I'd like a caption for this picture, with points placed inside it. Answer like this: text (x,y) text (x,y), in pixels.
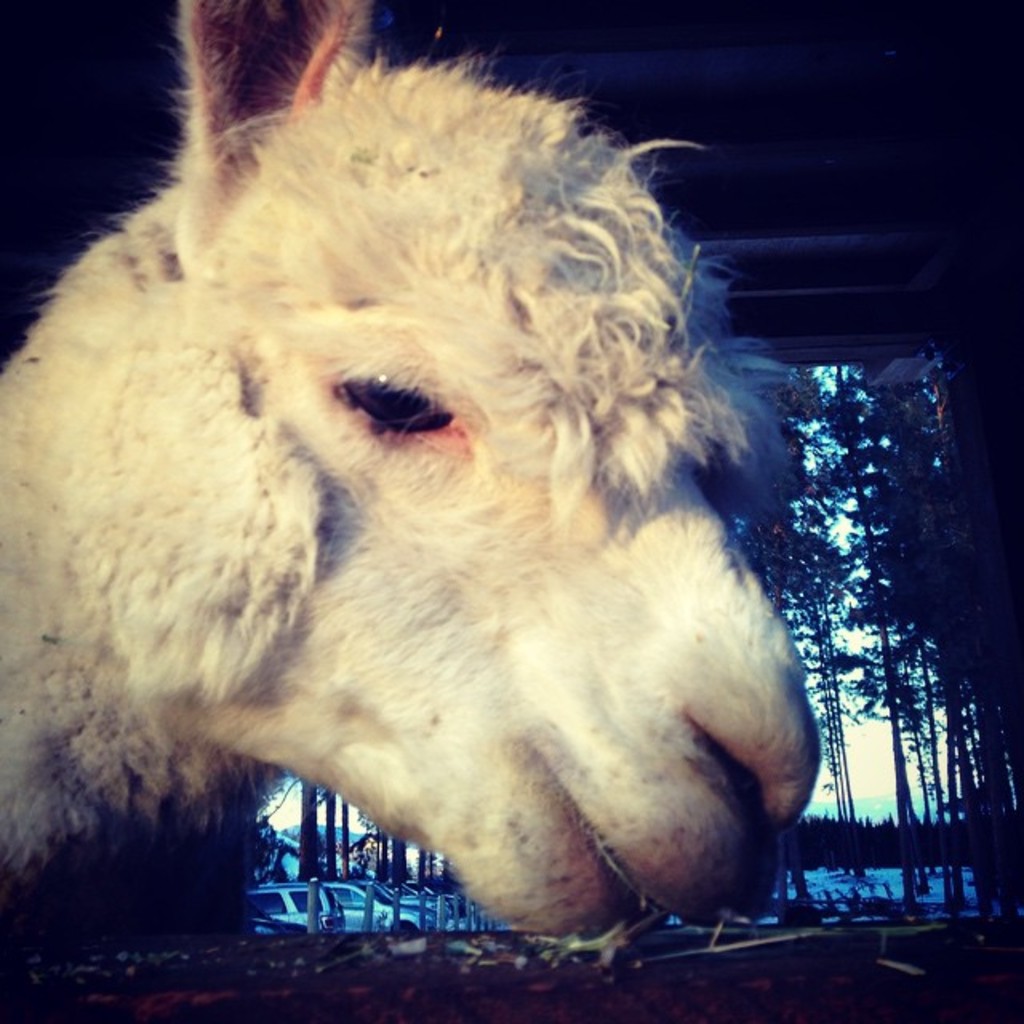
In this image there is a face (320,582) of an animal (276,572). Behind it there are cars (389,884) and trees (923,643) on the ground (807,910). There is the sky (876,771) in the image.
